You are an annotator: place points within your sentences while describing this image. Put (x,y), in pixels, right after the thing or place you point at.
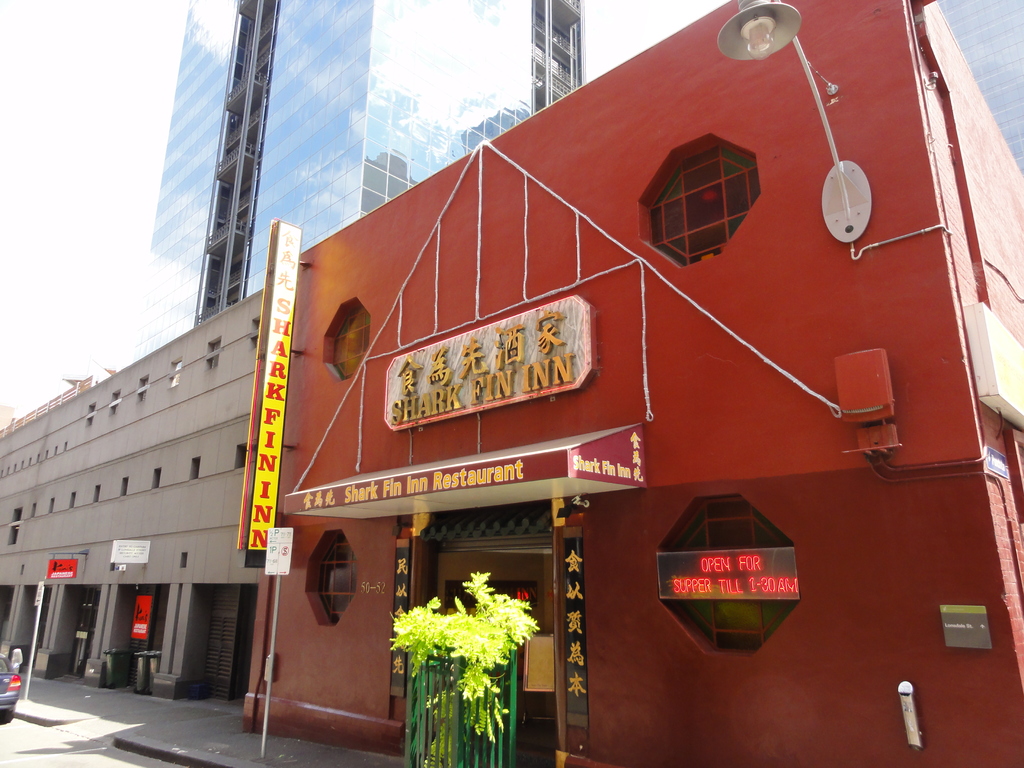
In this picture I can see there are some buildings (473,568) and there is a car (8,716) parked here on the road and the sky (121,87) is clear.
